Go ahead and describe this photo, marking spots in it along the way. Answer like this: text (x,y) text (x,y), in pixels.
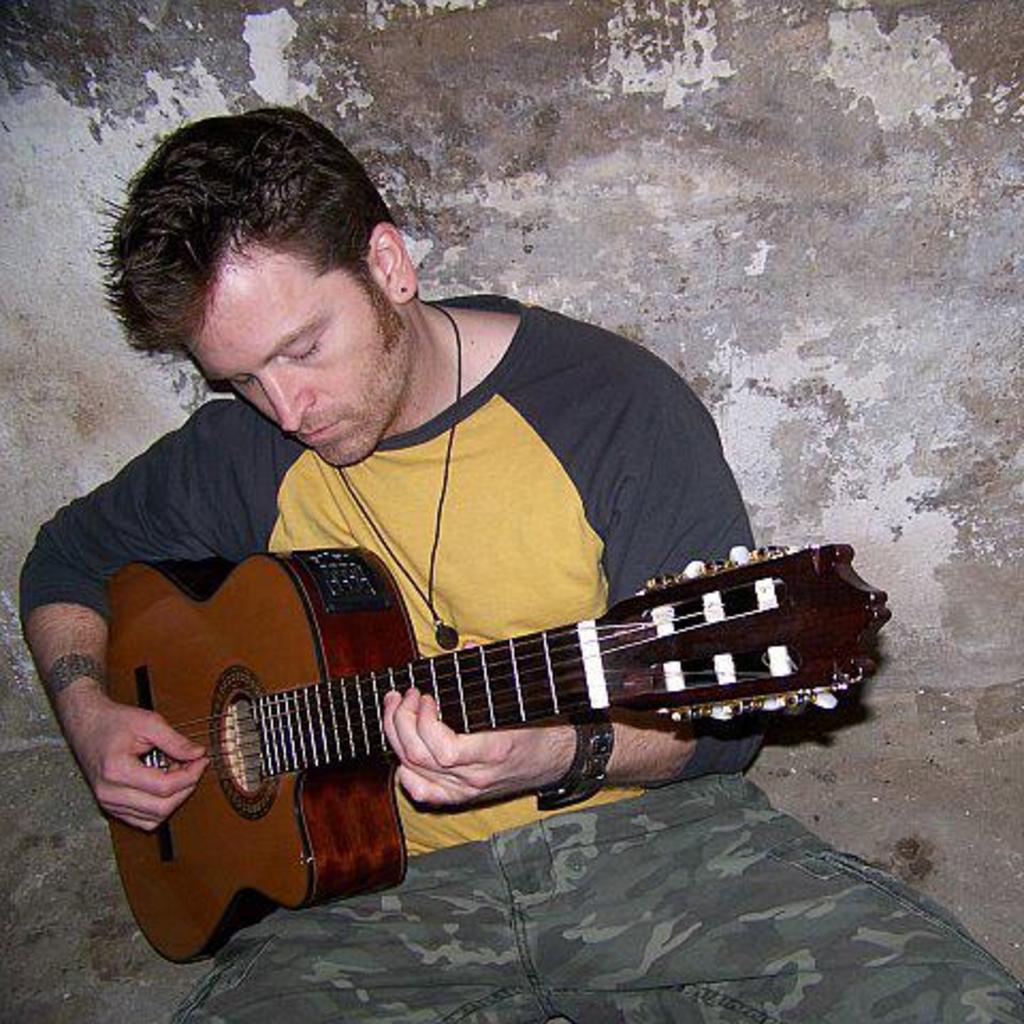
Here we can see a person (22,607) who is sitting and holding a guitar (251,846) and is probably playing the guitar (556,709).
